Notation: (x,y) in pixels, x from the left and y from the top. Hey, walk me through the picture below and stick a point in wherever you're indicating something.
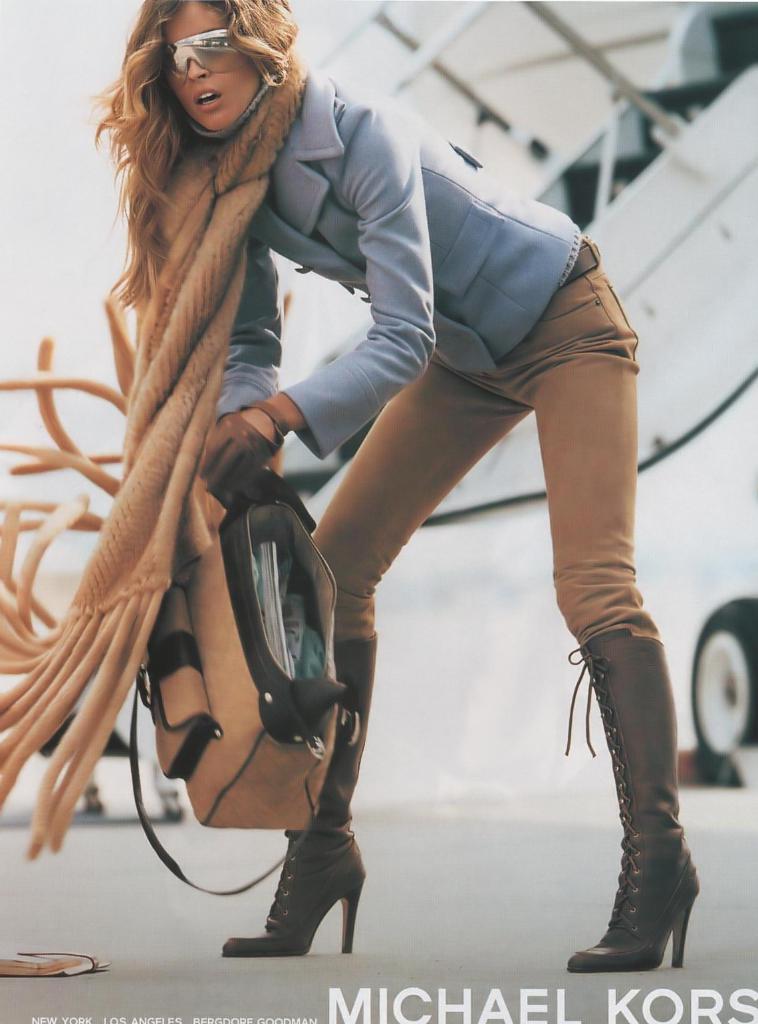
In this image I can see a person (324,202) standing holding a bag (316,759). The person (382,177) is wearing blue shirt (376,164), cream pant (569,435) and the background (701,549) is in white color.
